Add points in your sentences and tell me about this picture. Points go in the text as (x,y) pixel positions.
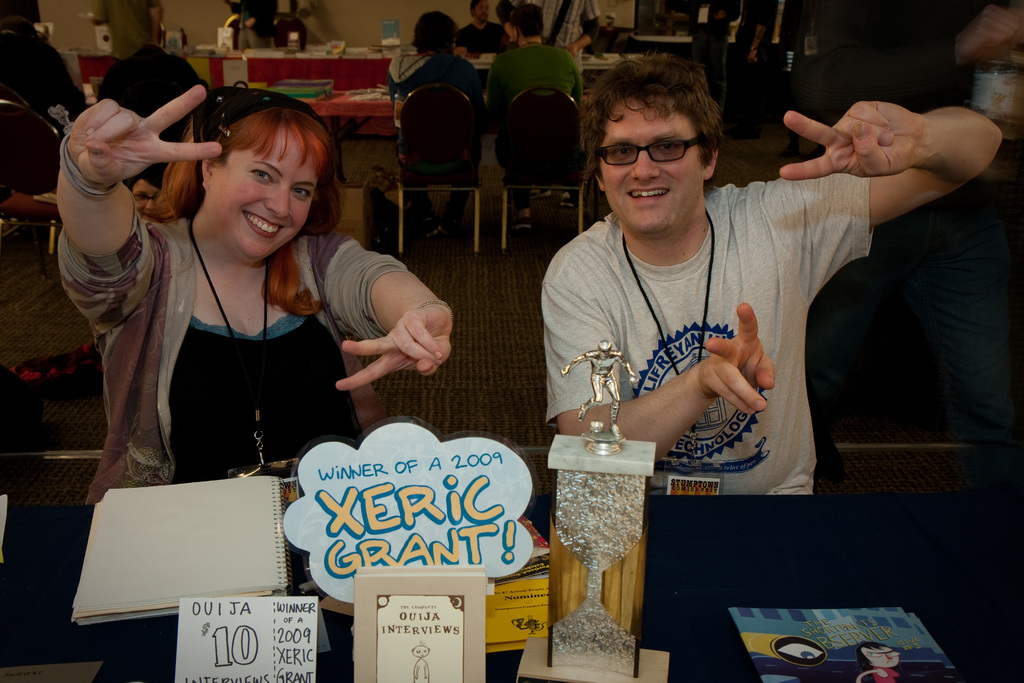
In this image, we can see two people (710,341) sitting, there is a table (786,573) on that table (543,526) there is a book (442,594), trophy (599,516) and some objects (383,639), in the background (499,85), we can see some people (537,85) sitting on the chairs (433,91) and we can see a table (289,51), on that table (223,67) there are some objects (268,57) kept.
